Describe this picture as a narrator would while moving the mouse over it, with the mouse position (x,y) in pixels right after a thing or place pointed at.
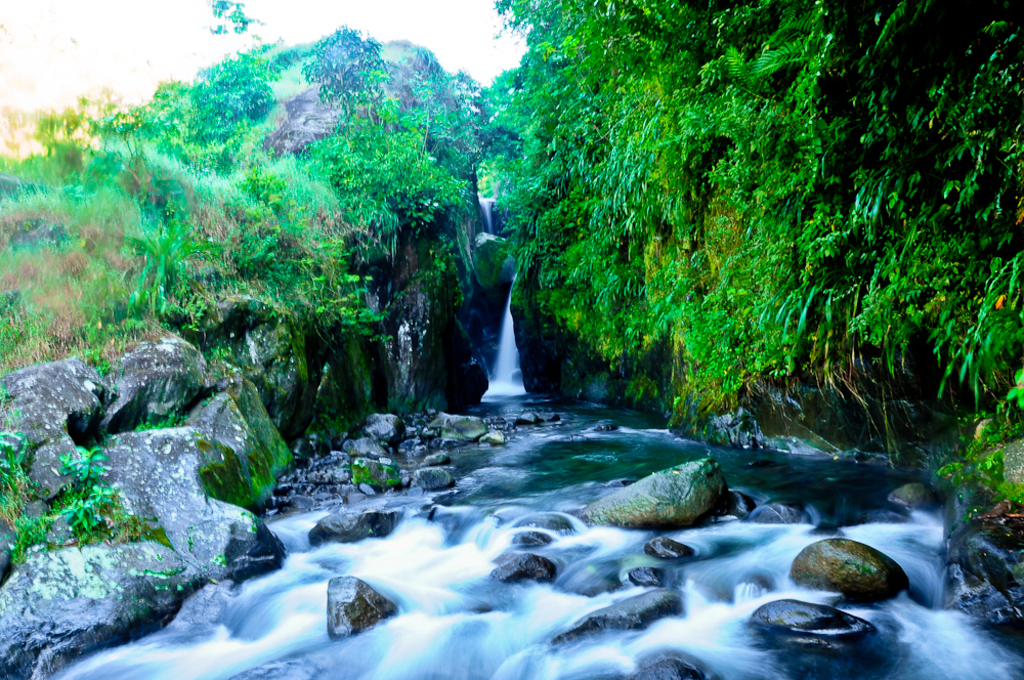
I can see this is an edited image. There are rocks (294,508), hills (290,123), plants (506,163), trees (480,160) and also there is water (492,643).
